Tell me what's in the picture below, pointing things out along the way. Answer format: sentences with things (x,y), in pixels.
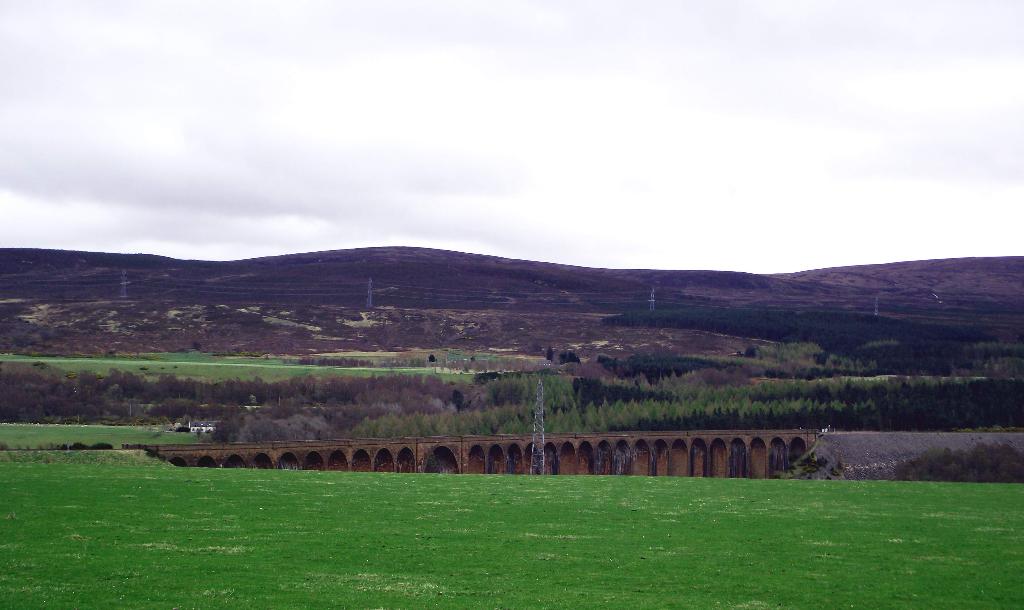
In this image we can see electricity towers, grass (548,550), bridge (651,450), trees (403,432), wires (481,296), hills (402,270), sky (738,171) and clouds (443,76).
